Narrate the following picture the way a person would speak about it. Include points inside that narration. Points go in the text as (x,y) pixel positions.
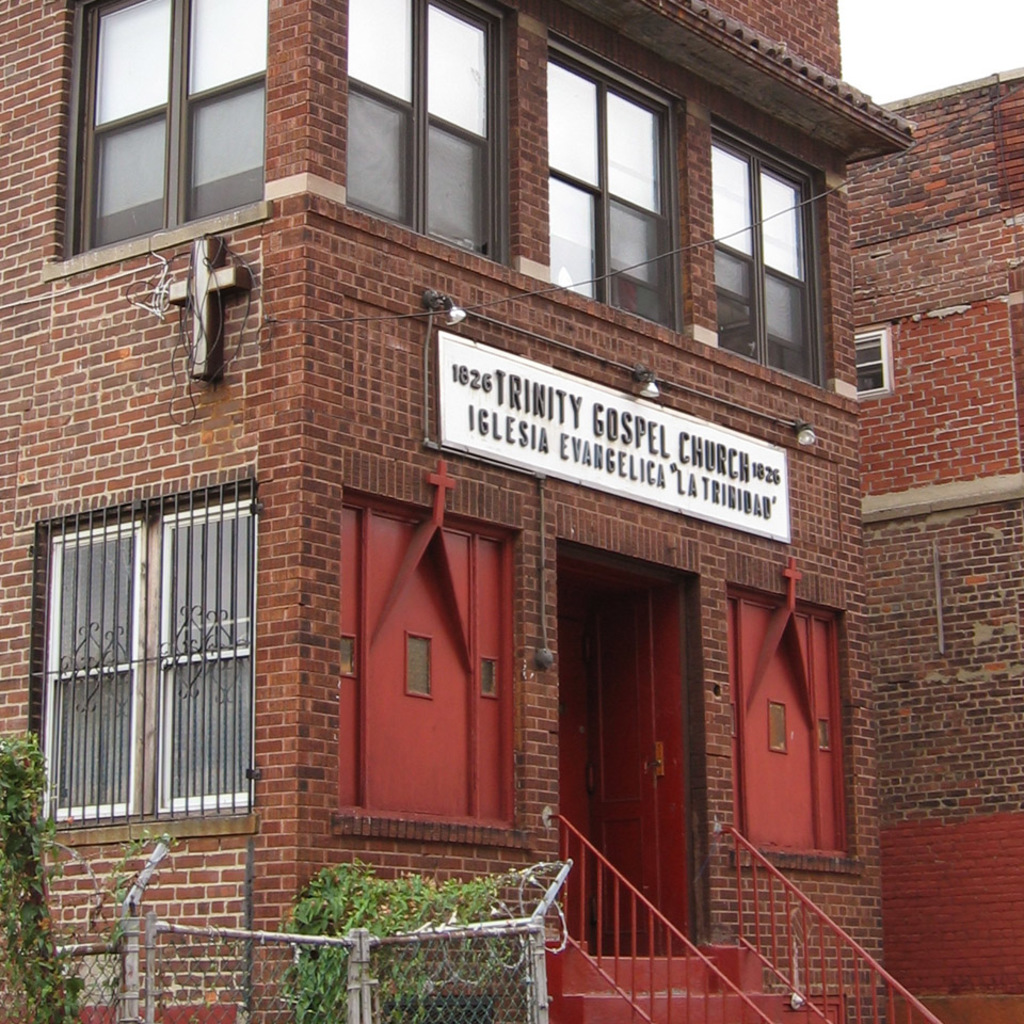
In this picture we can see buildings (628,681), here we can see a name board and plants (21,792).
